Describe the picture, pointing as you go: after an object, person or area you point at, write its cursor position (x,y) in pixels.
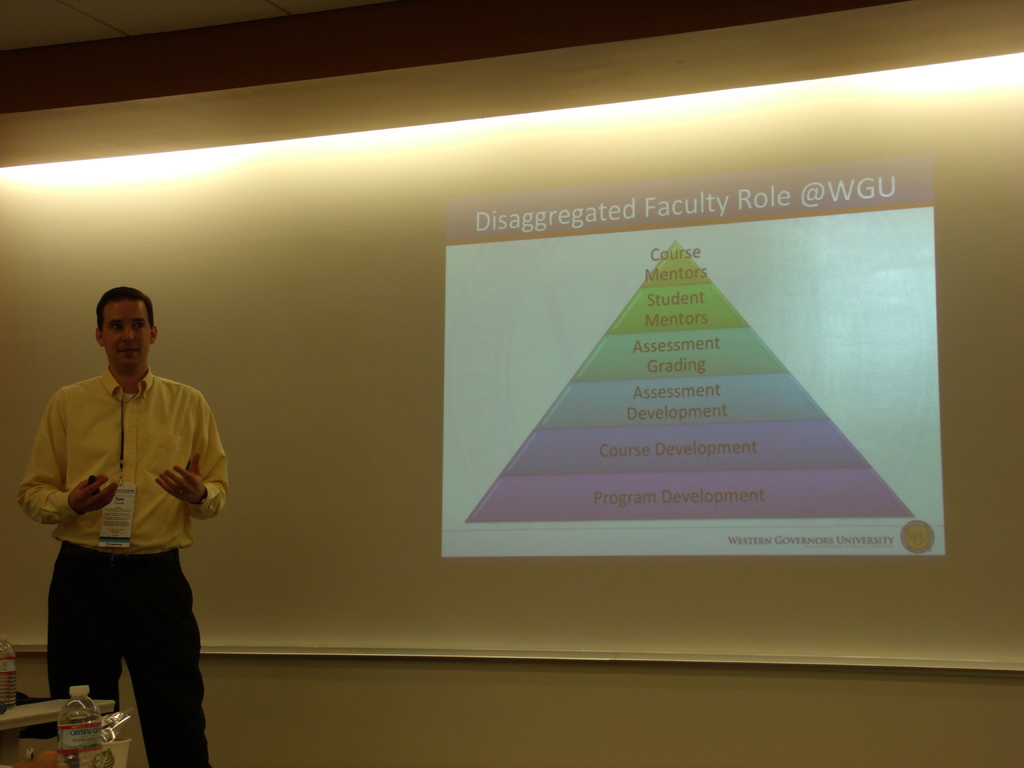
In this image i can see a person (86,493) standing. In the background (501,420) i can see a projection screen (585,403) with some projection (585,403) in it.
